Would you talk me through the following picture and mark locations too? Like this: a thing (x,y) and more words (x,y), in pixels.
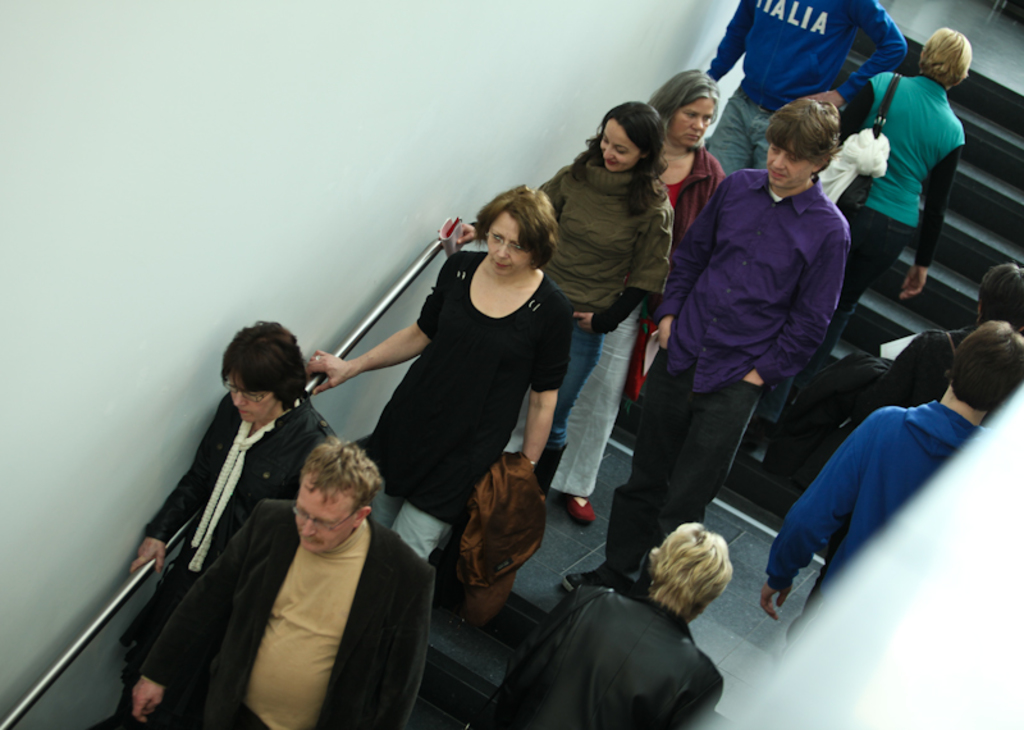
In this image we can see a group of people (861,461) standing on a staircase (601,547). One woman (625,297) is holding a book (454,246) in her hand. On the left side of the image (114,597) we can see a metal pole (98,616). At the top of the image (429,133) we can see the wall (234,88).
